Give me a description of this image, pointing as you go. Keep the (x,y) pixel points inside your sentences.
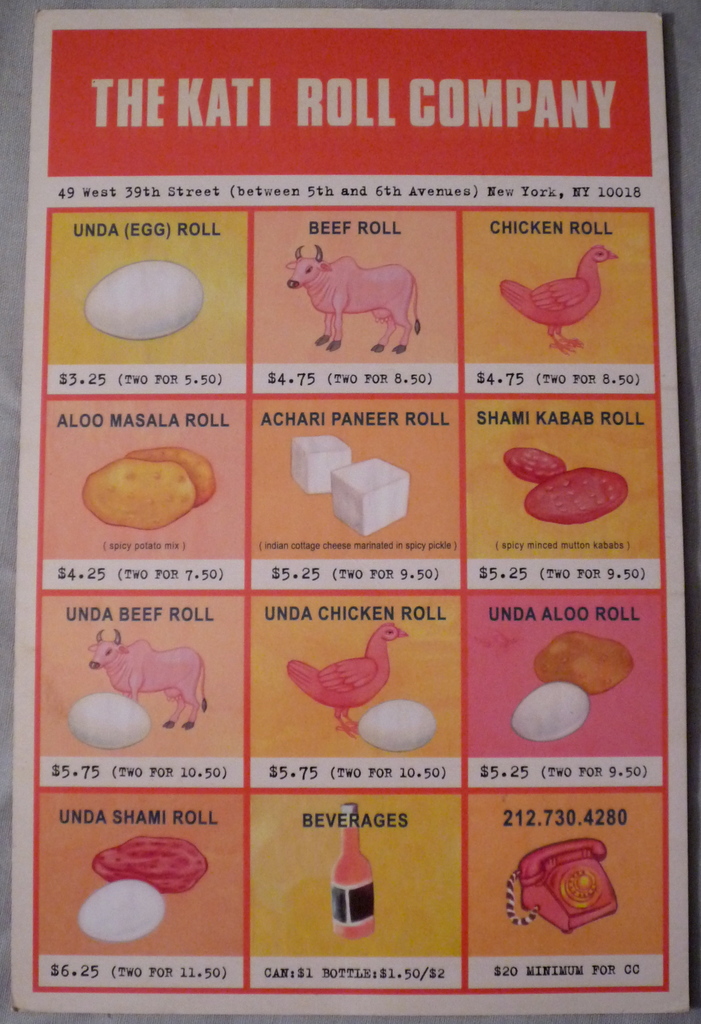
In this picture I can see a menu card (412,419) on an object (5,155), there are pictures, words (362,417) and numbers (190,383) on the menu card (290,819).
